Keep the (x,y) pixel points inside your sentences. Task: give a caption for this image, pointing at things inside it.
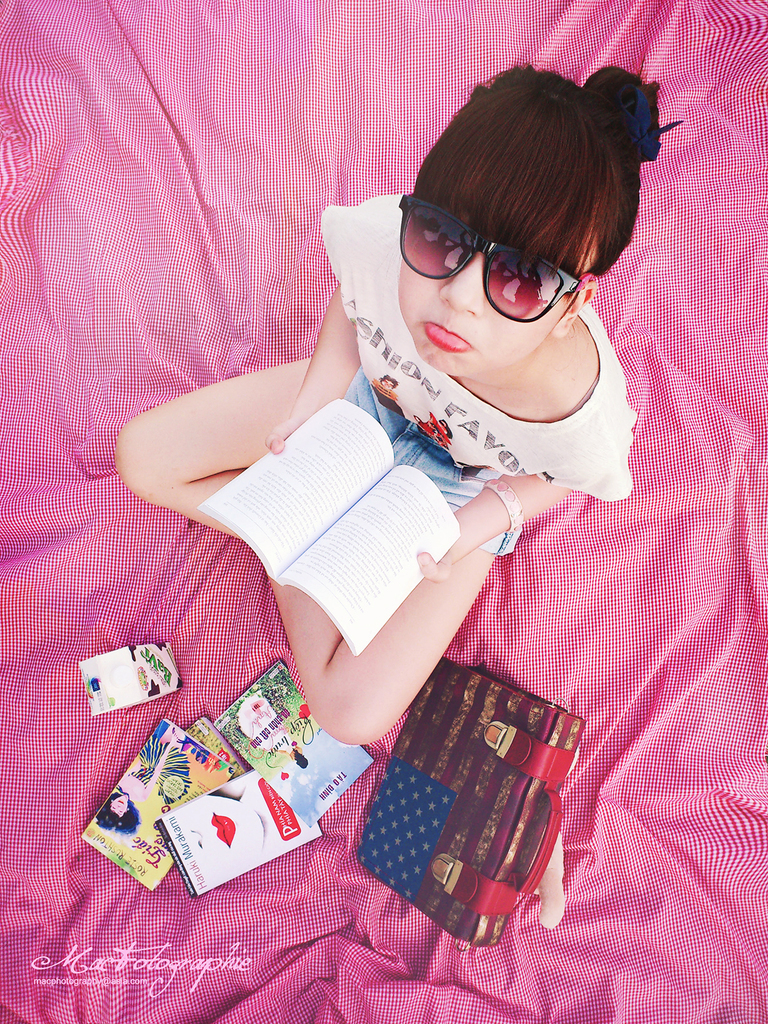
In this image, a human (464,365) is wear a goggles (512,287) and she hold a book (379,551) in his hand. She sat on the pink color cloth (599,641). Beside her, there is a bag (493,769) and some books (259,800) are placed.
